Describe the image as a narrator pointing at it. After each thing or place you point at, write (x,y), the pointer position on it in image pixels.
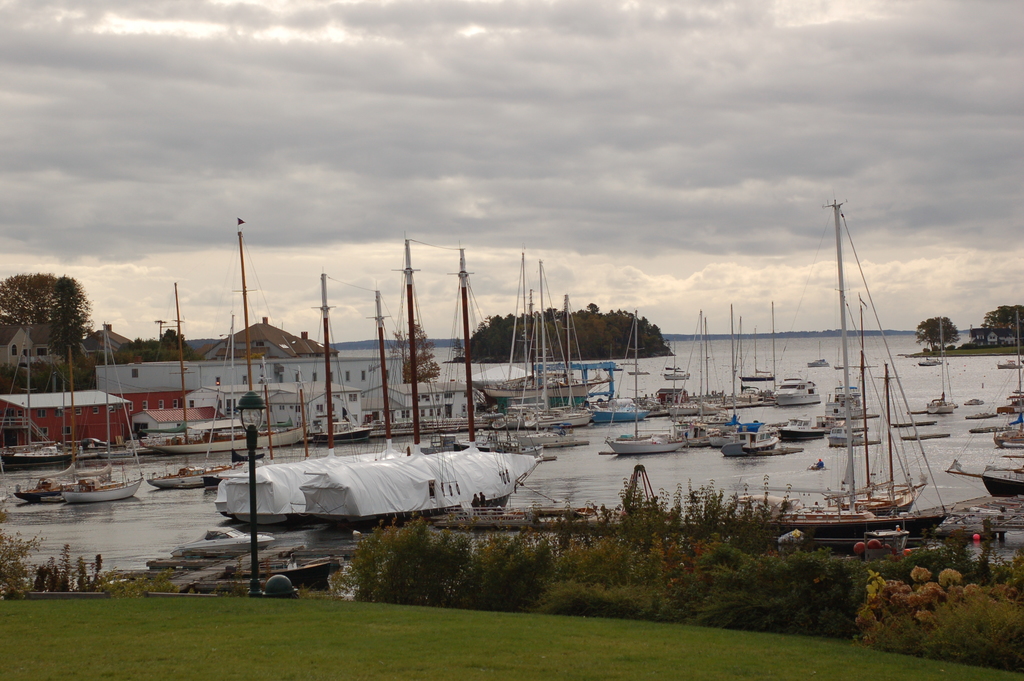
In this picture in the front (341,646) there's grass (339,648) on the ground (267,621). In the center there are plants (665,577) and there is a pole (252,547). In the background (461,365) there are boats (635,452) on the water (723,368) and there are buildings (399,365) and there is an ocean (784,365) and the sky (663,155) is cloudy.
